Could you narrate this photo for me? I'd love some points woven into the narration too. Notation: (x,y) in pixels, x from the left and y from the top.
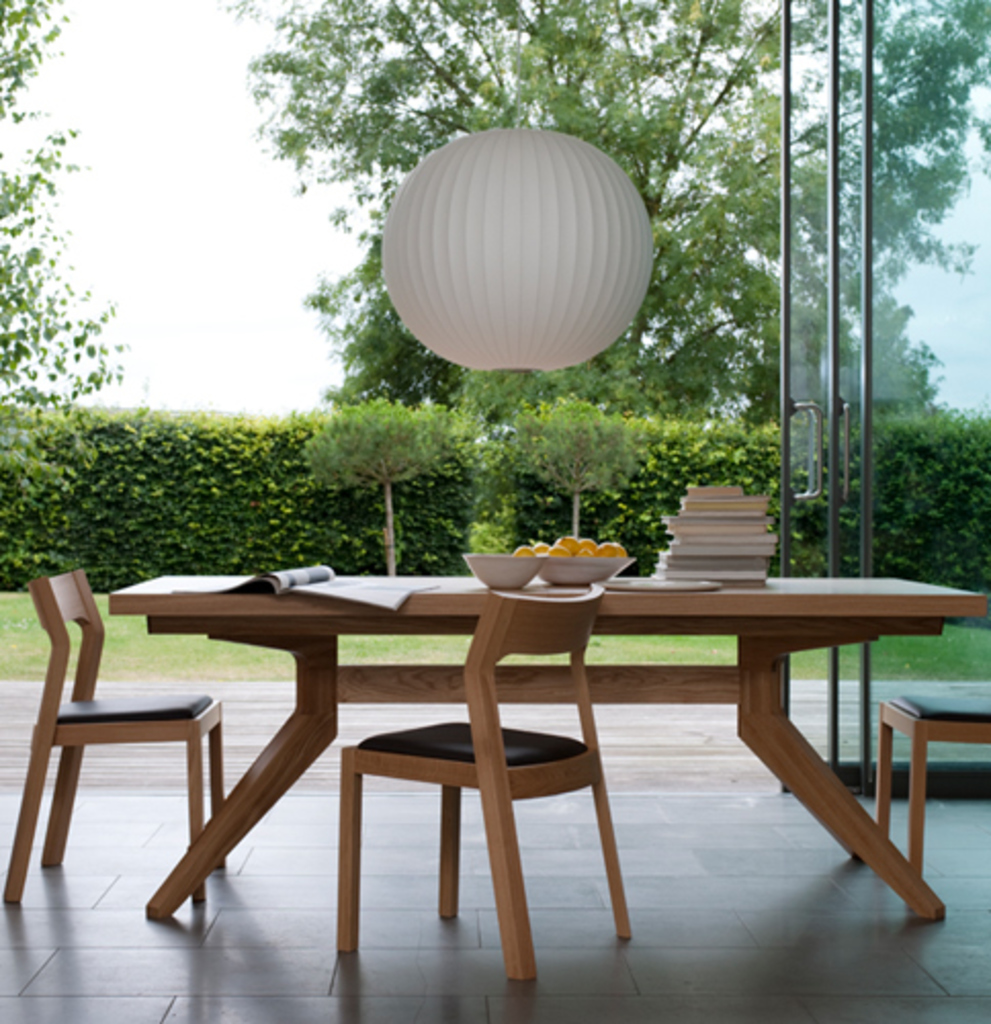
In this picture we can see few books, bowls (616,567) and other things (579,554) on the table (786,613), beside to the table (666,668) we can find few chairs (537,792), in the background (864,712) we can see few shrubs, metal rods (869,191) and trees (676,123), and also we can see a paper lantern (512,247).
